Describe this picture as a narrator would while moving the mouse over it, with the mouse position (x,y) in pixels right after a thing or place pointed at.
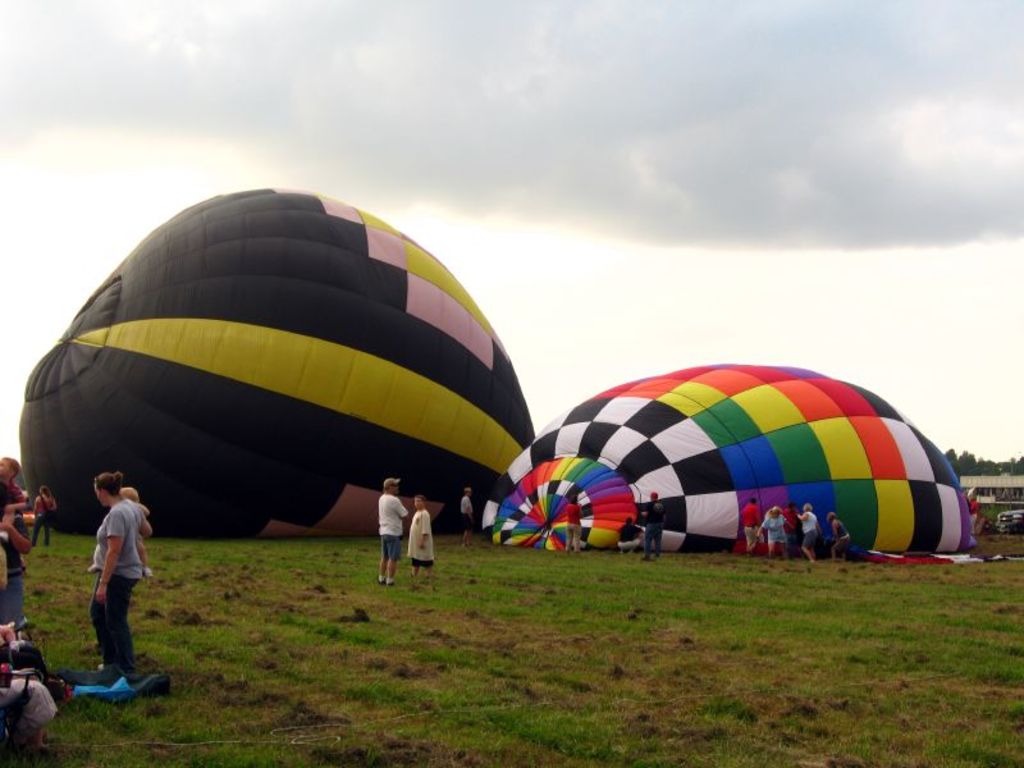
In this picture I can observe two hot air balloons (264,328) on the ground (355,743). There are some people (423,513) standing on the land (637,562). In the background (957,430) there are trees (953,460) and a sky (525,187).
